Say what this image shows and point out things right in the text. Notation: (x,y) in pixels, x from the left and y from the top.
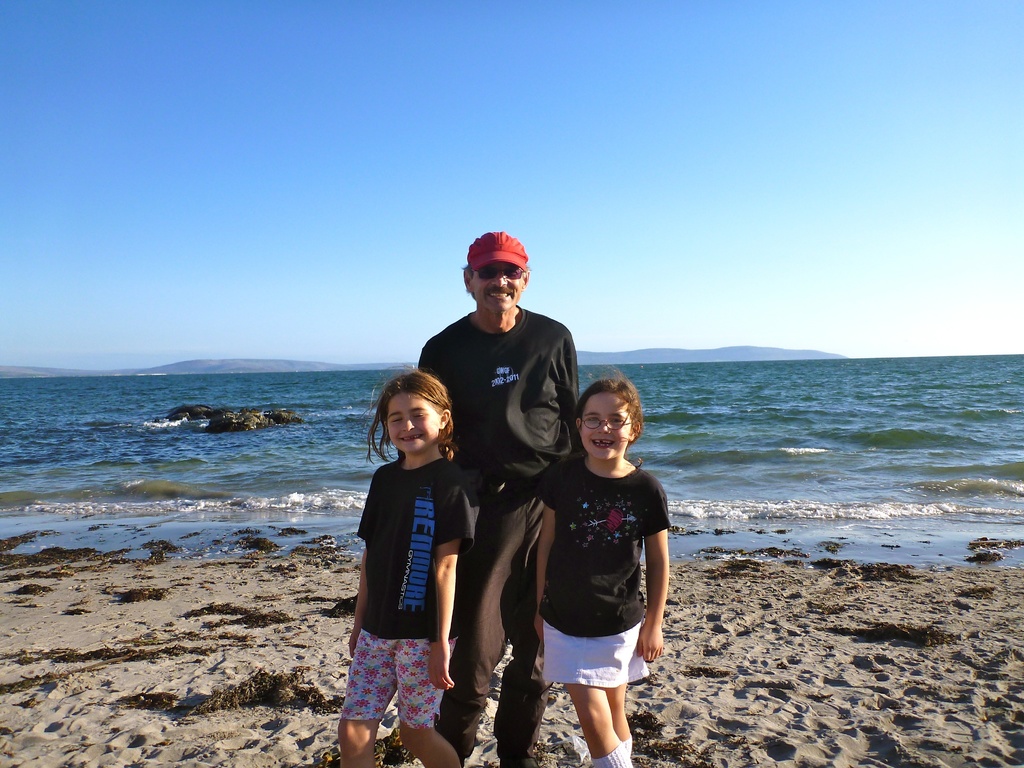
In the foreground of the image (466,390) there is a man (468,644) standing. There are two girls (411,423). In the background of the image (38,433) there is water (769,402), sky (955,335). At the bottom of the image (328,729) there is sand (844,710).
